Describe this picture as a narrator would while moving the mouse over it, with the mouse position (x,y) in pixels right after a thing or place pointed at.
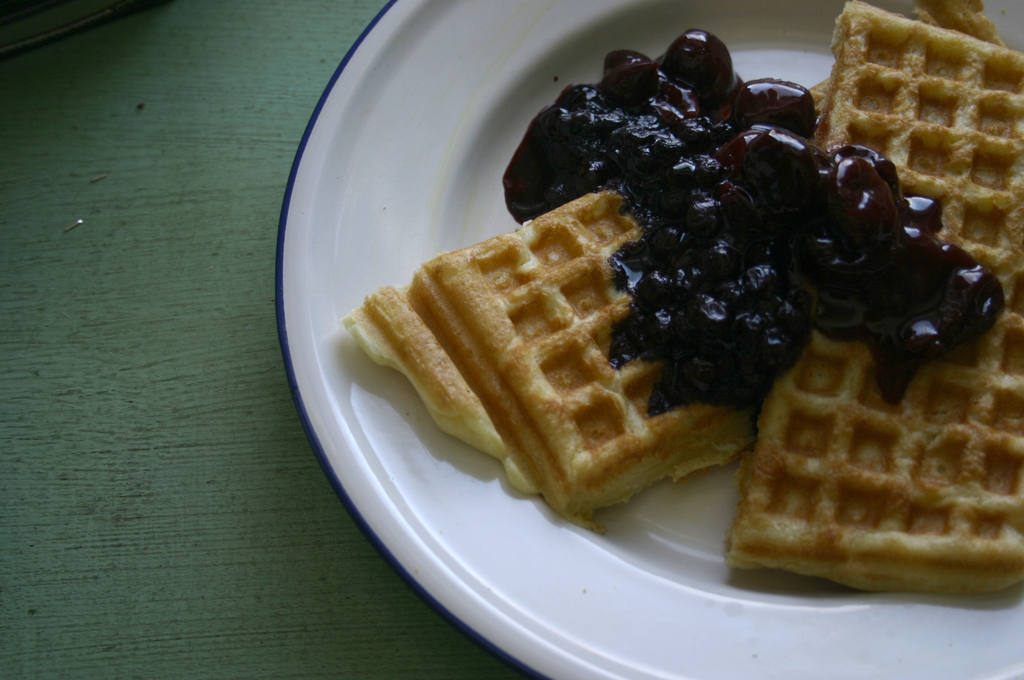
In this picture we can see a plate (554,591), there is some food (669,316) present in the plate (530,583).
